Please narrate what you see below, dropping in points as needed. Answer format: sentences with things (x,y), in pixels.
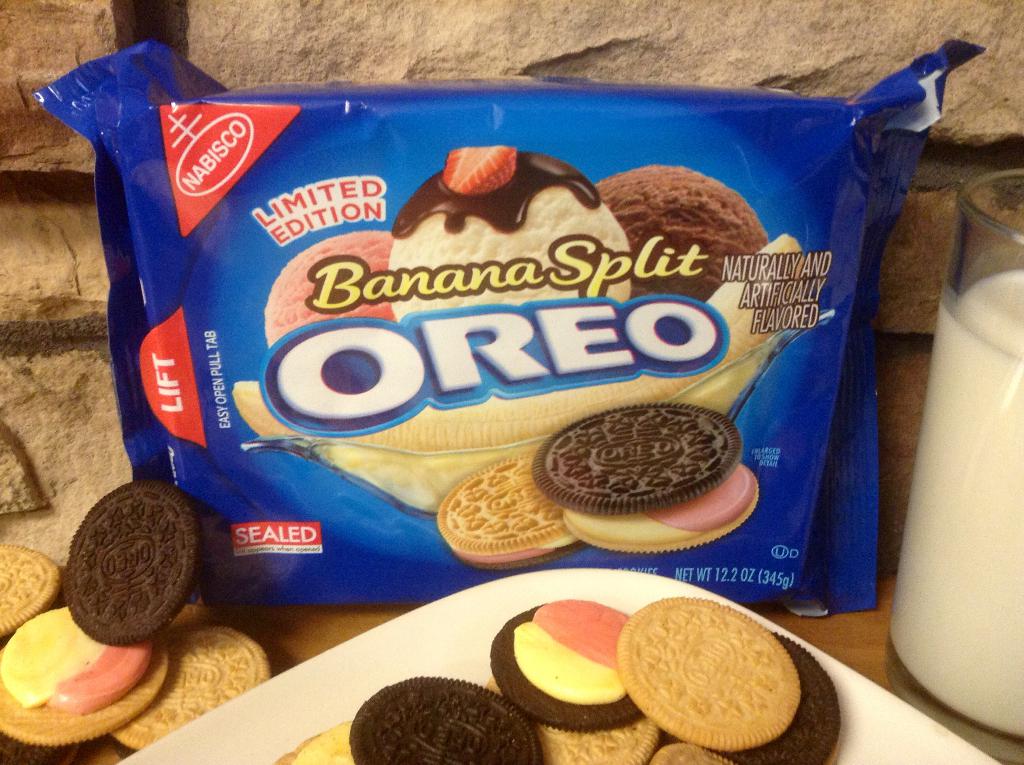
In this image we can see a packet (532,443) with names (415,361) and images (630,477). There is a plate (380,675) with biscuits (536,718). In the back (59,438) there is a wall (923,398). Also there is a glass (934,525) with milk (936,561).
